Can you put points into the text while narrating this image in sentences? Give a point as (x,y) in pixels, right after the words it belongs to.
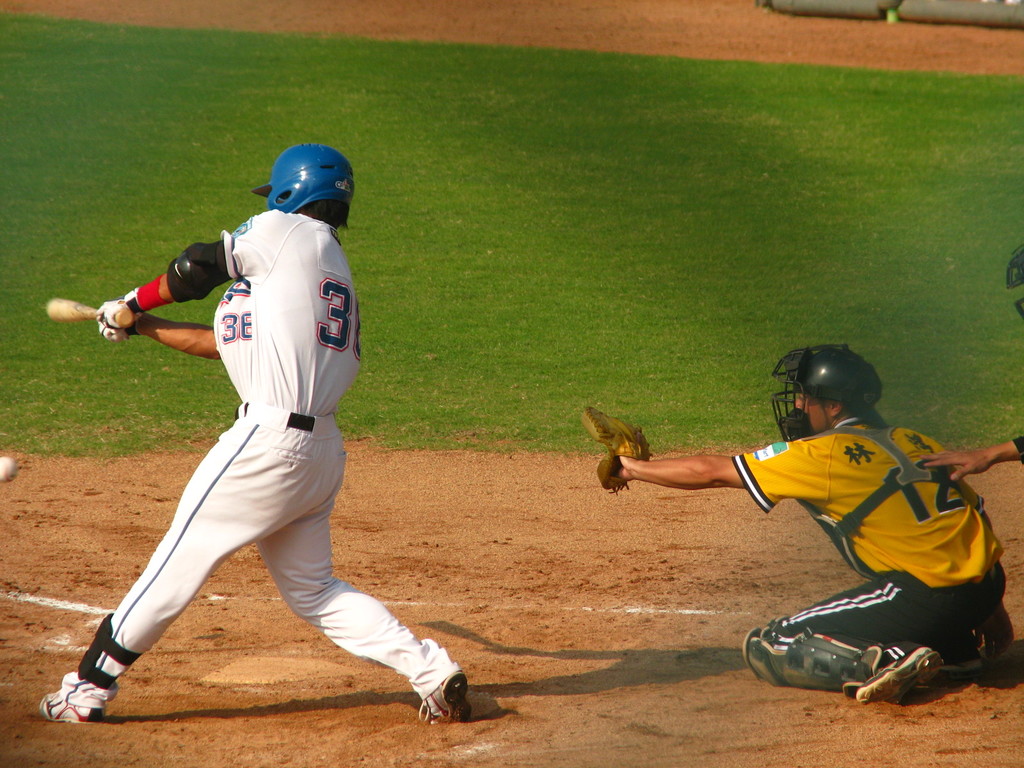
The man (354,352) in white T-shirt (305,330) who is wearing a blue helmet (304,192) is holding a baseball bat (104,318) in his hands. He is playing the baseball. The man (829,502) on the right side (907,586), who is wearing a yellow T-shirt (897,519) and black helmet (793,424) is in squat position. At the bottom of the picture (545,663), we see the soil (490,725). In the background (504,222), we see the grass (365,137). This picture is clicked in the baseball field (224,427).
